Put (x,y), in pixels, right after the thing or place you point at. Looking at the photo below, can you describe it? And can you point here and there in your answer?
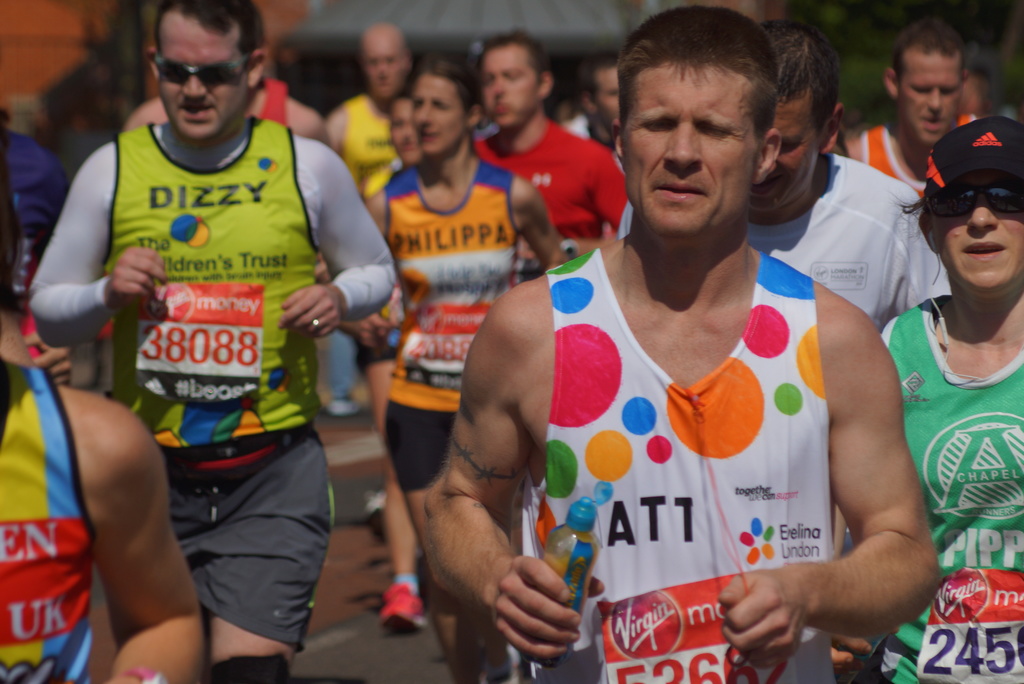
In this image we can see people (332,211). A person (765,161) is holding a bottle (584,501). Background (401,23) it is blur.
